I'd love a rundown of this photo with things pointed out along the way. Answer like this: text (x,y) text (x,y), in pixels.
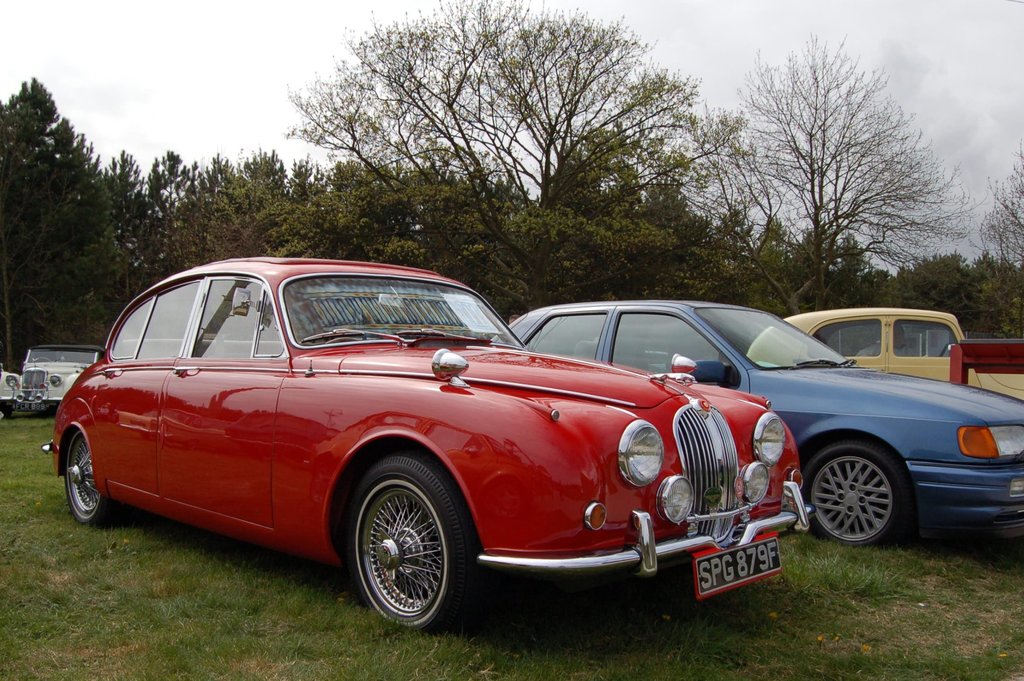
In this picture, we can see a few vehicles (839,311) on the ground (567,638) and the ground (567,638) is covered with grass (516,596), we can see some trees (353,218) and the sky (230,142) with clouds (996,178).
